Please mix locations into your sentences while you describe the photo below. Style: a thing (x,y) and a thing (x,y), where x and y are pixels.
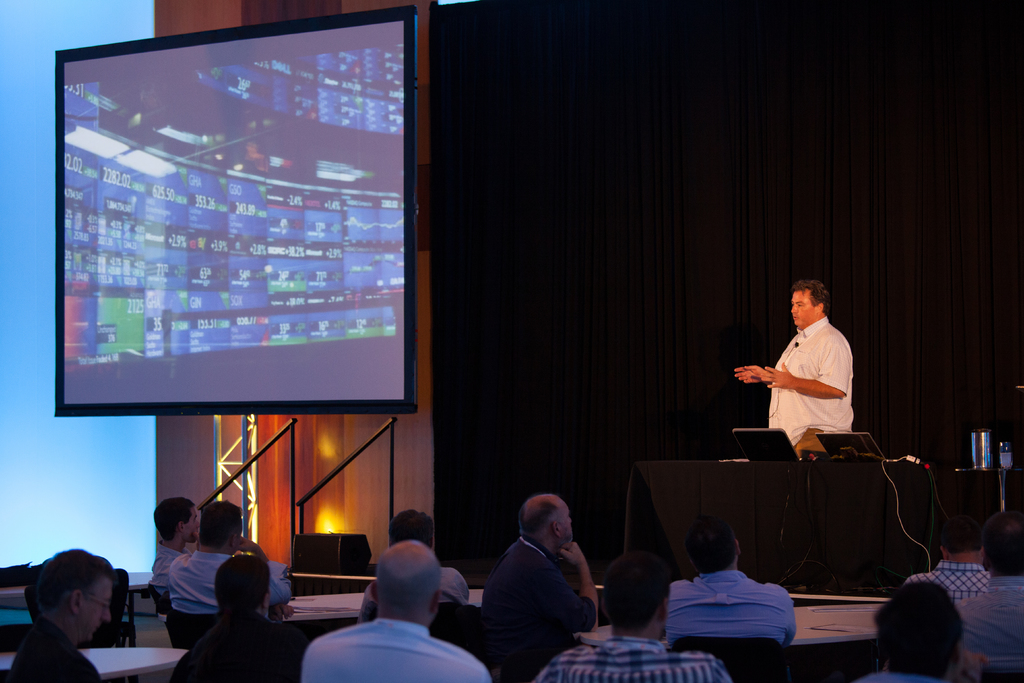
This is an electronic display screen (283,190), on the right side (790,365) a man (841,406) is standing on the stage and talking, he wore white color shirt (848,394). At the down side there are few people (721,627) they are sitting and listening to him.
